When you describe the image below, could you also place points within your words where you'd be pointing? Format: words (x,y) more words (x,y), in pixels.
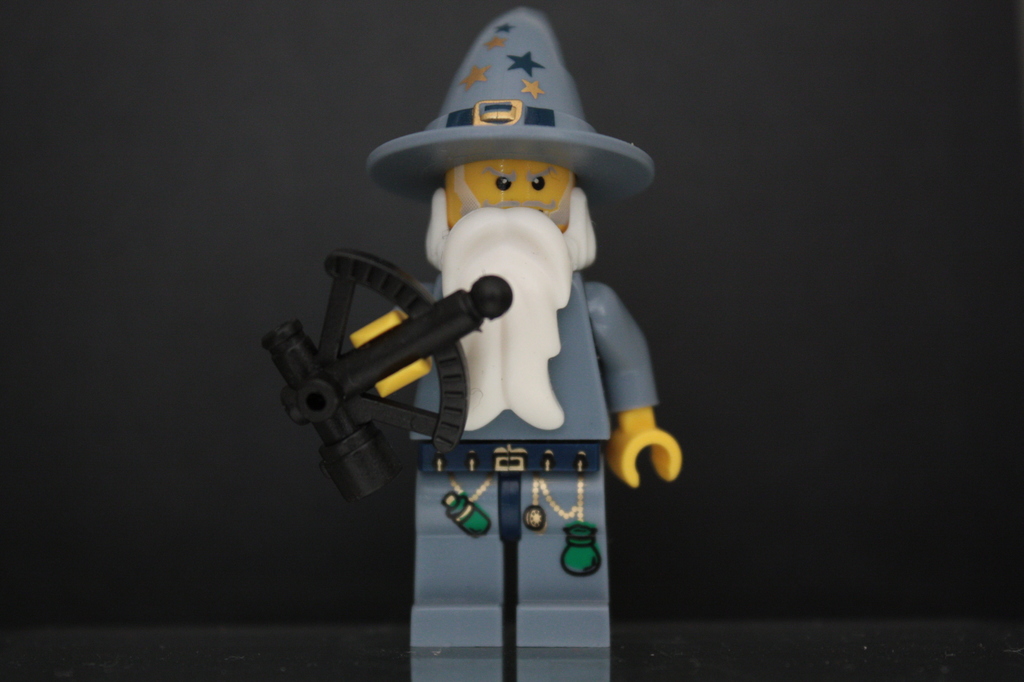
In this picture we can see a toy (466,378).
